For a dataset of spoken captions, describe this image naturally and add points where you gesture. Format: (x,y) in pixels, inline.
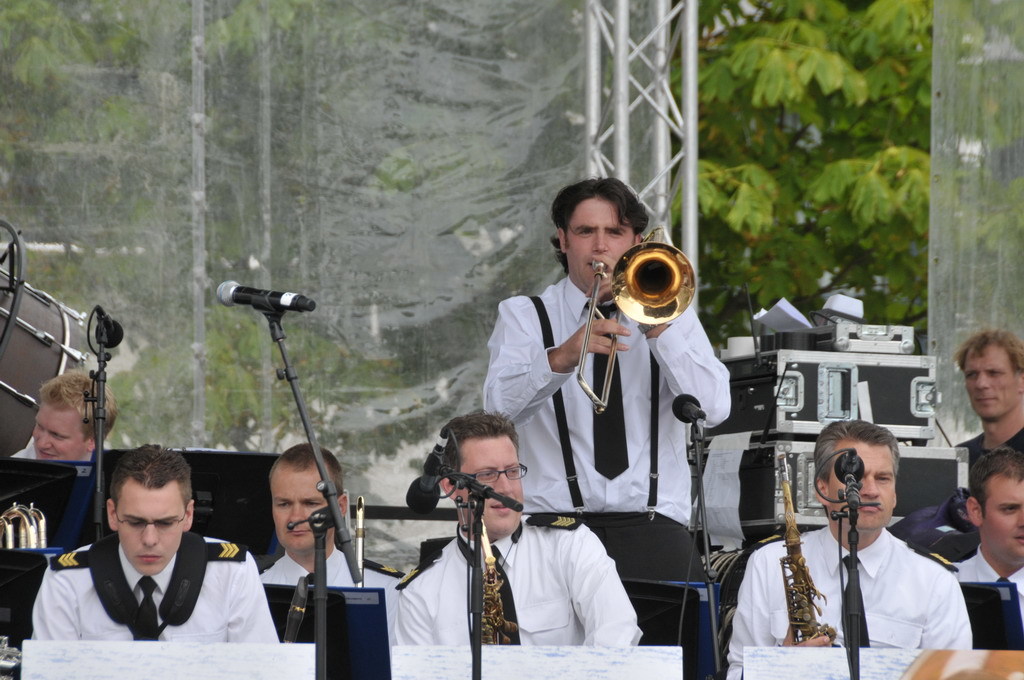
In this picture I can observe some men (123,506) sitting in front of a table (124,665). There are mics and stands (315,527) in this picture. One of the men (610,312) is standing and holding a musical instrument (663,300) in his hands (603,320). It is looking like a trombone (649,254). In the background (810,200) there are trees (798,125) and a white color transparent plastic cover (356,187).
